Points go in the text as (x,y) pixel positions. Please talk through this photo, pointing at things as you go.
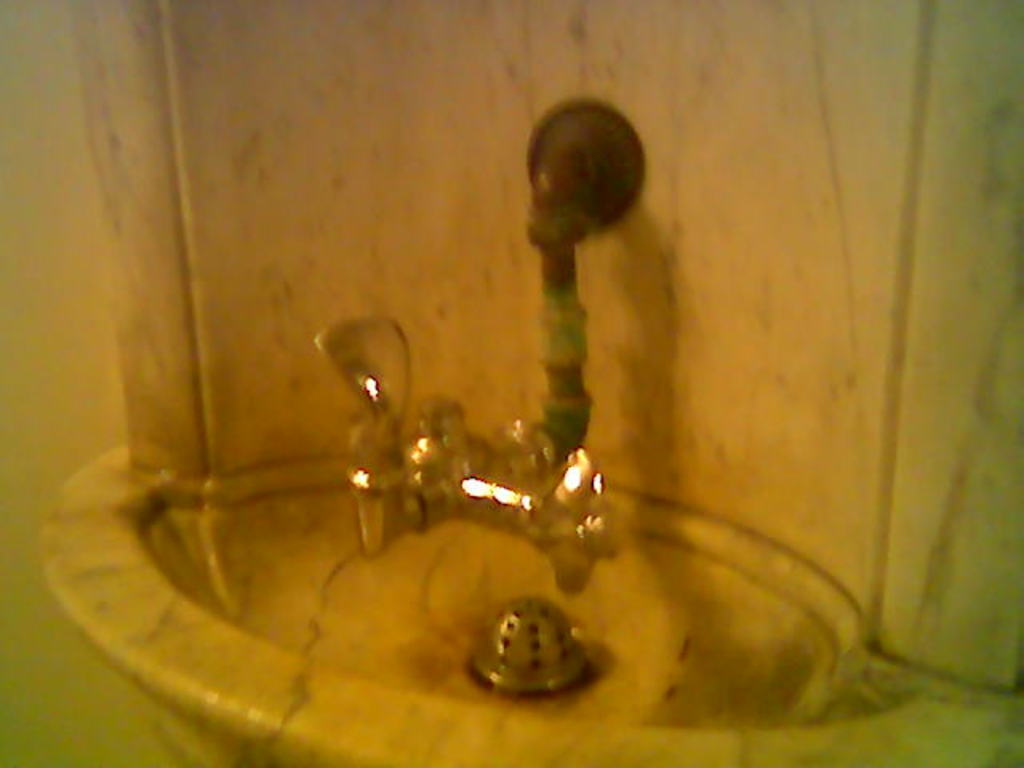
In the foreground of this image (538,596), it seems like a sink (496,689) and there is a tap (511,469) to the stone wall (519,119).
